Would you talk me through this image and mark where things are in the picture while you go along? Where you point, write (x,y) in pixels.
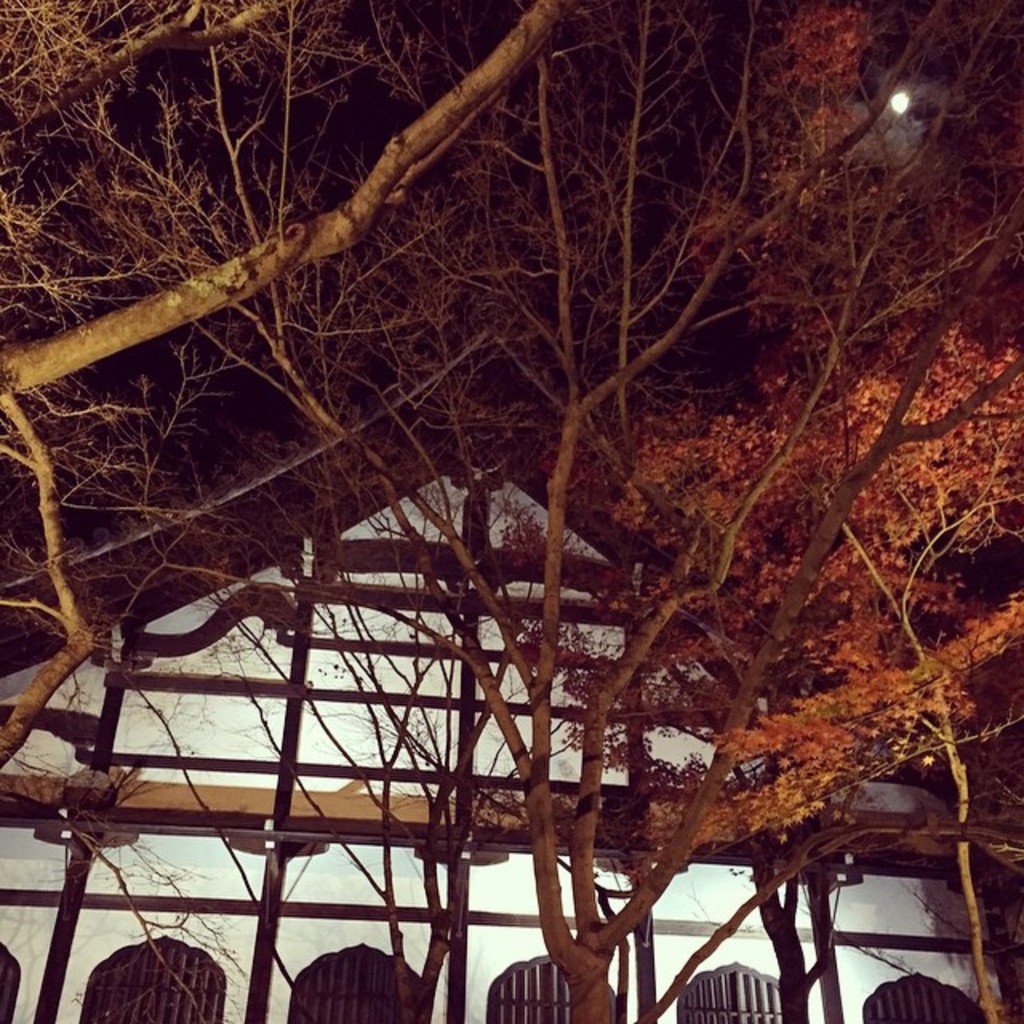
This is the picture of a building (560,679). In this image there is a building (552,690) behind the trees (522,341). At the top (597,29) there is sky (609,295) and there is a moon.
